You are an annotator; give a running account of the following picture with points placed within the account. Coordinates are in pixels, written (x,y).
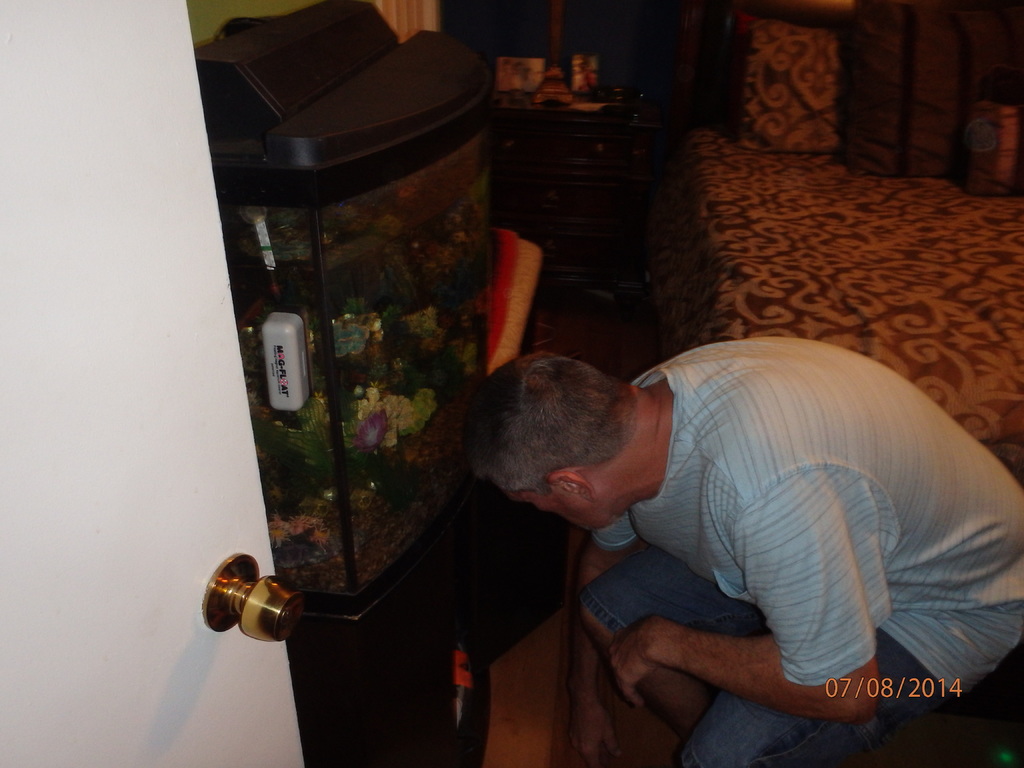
In this picture we can see a person (708,509) and a few numbers (889,684) on the right side (816,650). There is a door (20,394), a door handle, an aquarium (262,368) and a few objects (542,94) on a desk (546,109). We can see a few pillows (763,138) and a bed (774,151) on the right side (998,204).
